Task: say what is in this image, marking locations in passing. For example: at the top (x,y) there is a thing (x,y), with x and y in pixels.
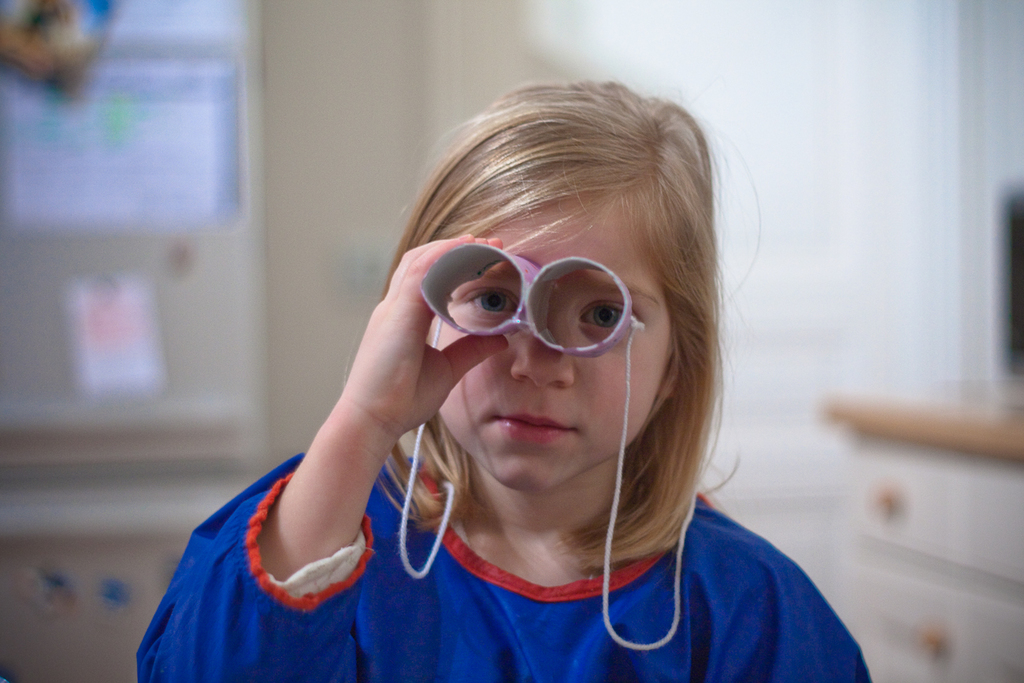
In the foreground of this image (485,529), there is a girl (496,566) holding a cardboard round shape object (542,309) over her face (536,359) and the background (880,477) image is blur.
